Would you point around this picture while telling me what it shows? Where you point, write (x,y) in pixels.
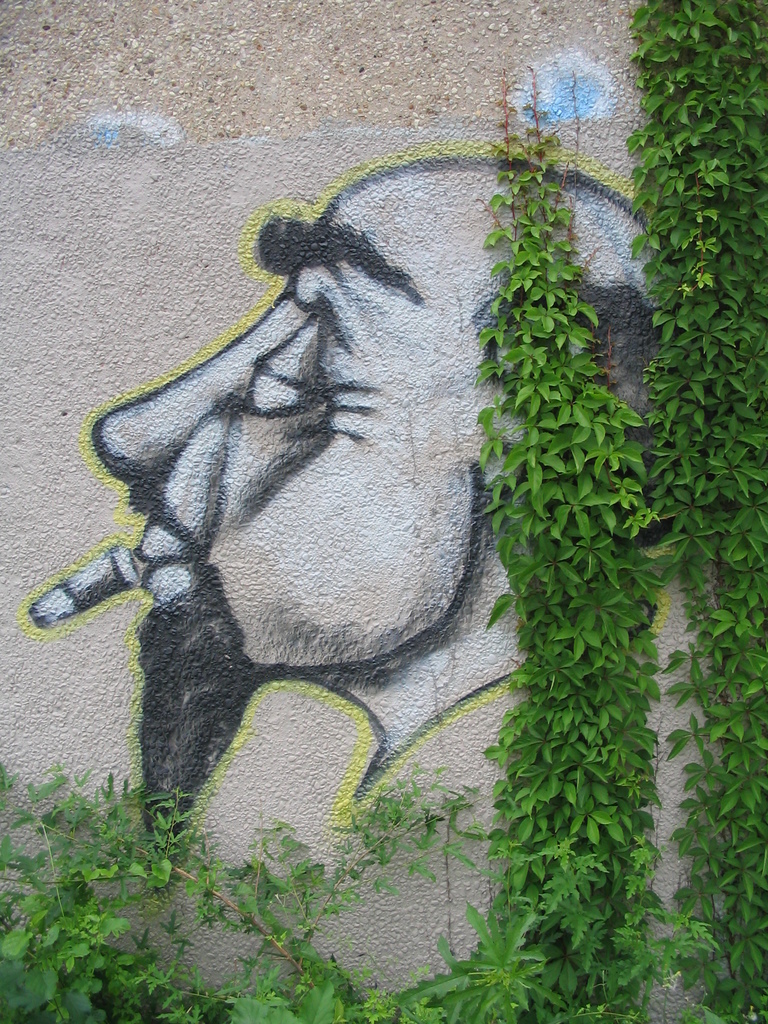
In the center of the image (327,503) we can see graffiti (293,578) on the wall (320,355). On the right side of the image (664,316) we can see plants (757,206).
